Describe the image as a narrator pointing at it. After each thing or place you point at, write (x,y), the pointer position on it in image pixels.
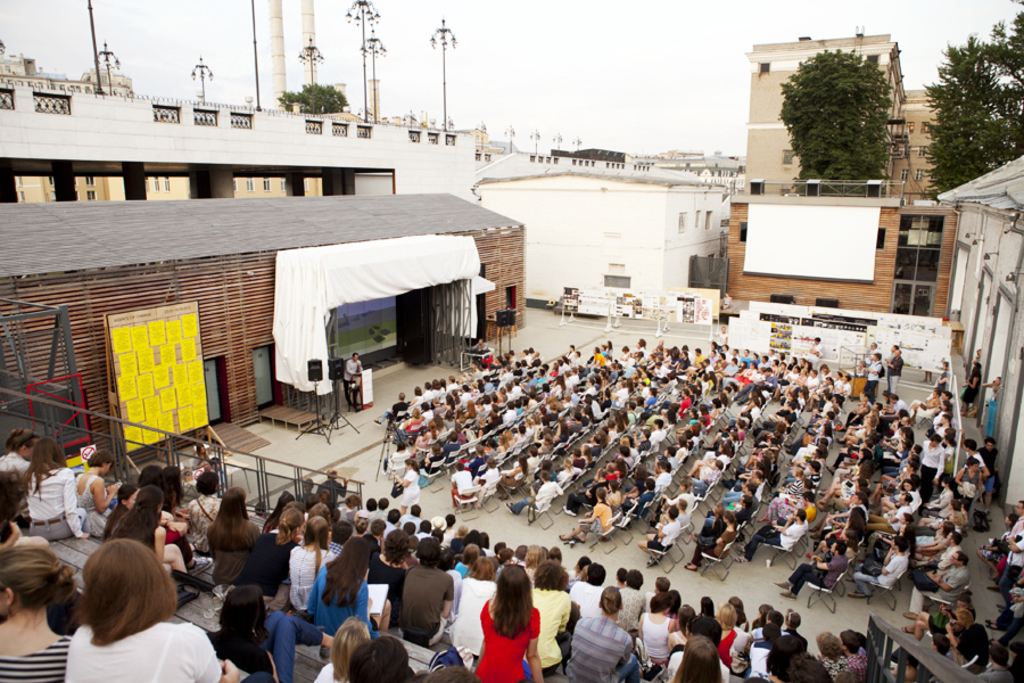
In this picture we can see some people (761,404) sitting on chairs (636,457) here, there is a man (349,374) standing in front of a podium (371,387), we can see buildings (714,190) in the background (681,193), there are trees (845,128) here, we can see pole (203,81) here, there is the sky (599,73) at the top of the picture (621,60), on the left side (181,354) there is a board (171,386), we can see some papers (130,390) pasted on the board (177,387).
